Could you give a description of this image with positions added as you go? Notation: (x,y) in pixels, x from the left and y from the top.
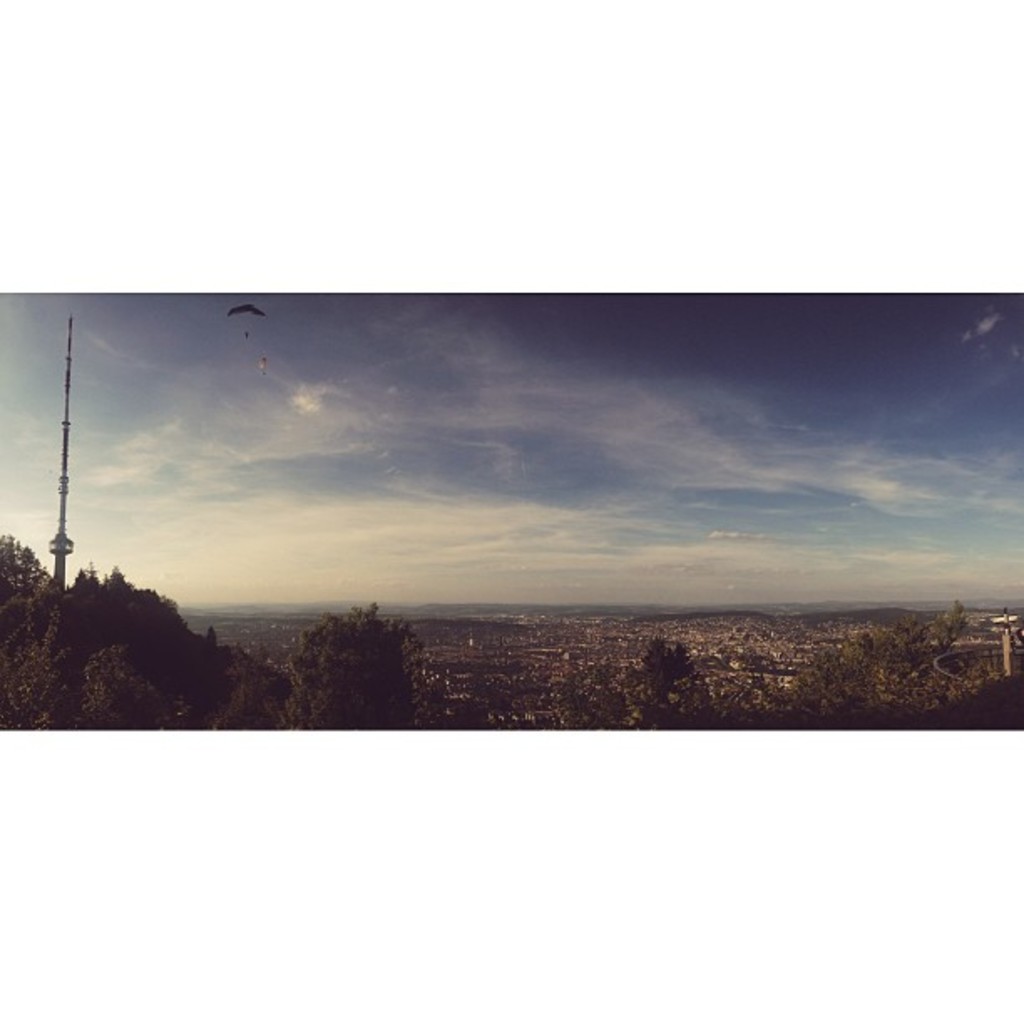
In this image there are so many trees (141,693), tower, people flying on parachute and some buildings (485,695).
